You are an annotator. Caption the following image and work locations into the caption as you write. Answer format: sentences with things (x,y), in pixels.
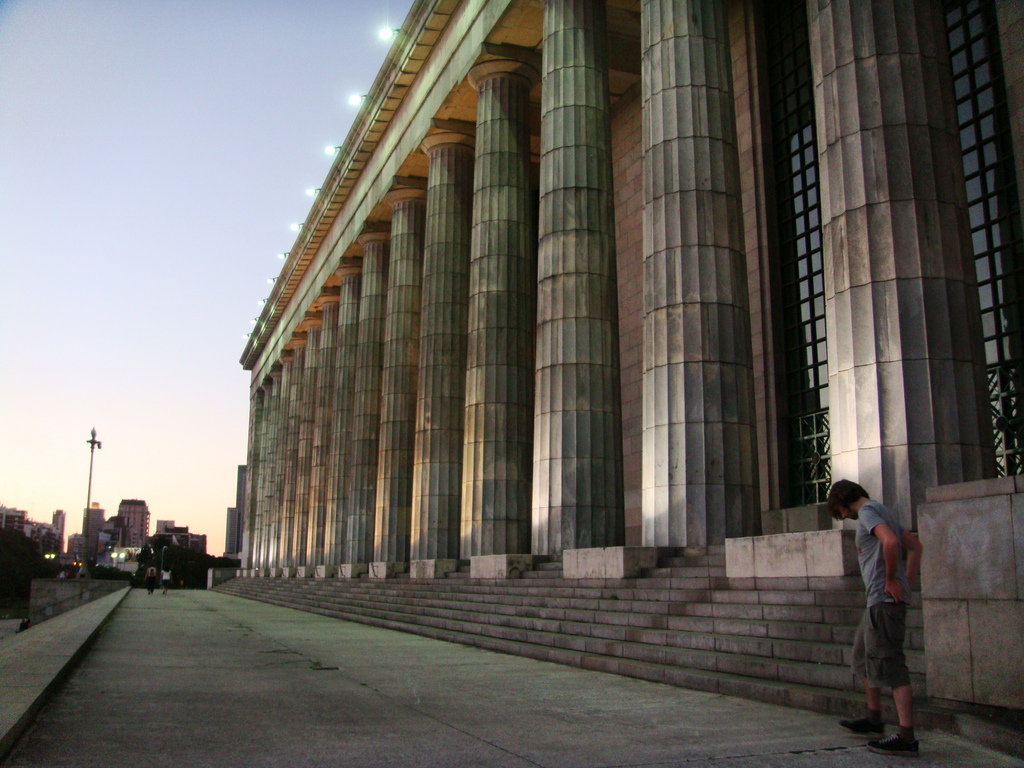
In this image I can see buildings (485,421), pillars (566,498), steps (607,586), three persons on the road (233,635), trees (221,561), light pole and the sky (164,423). This image is taken may be during a day.
